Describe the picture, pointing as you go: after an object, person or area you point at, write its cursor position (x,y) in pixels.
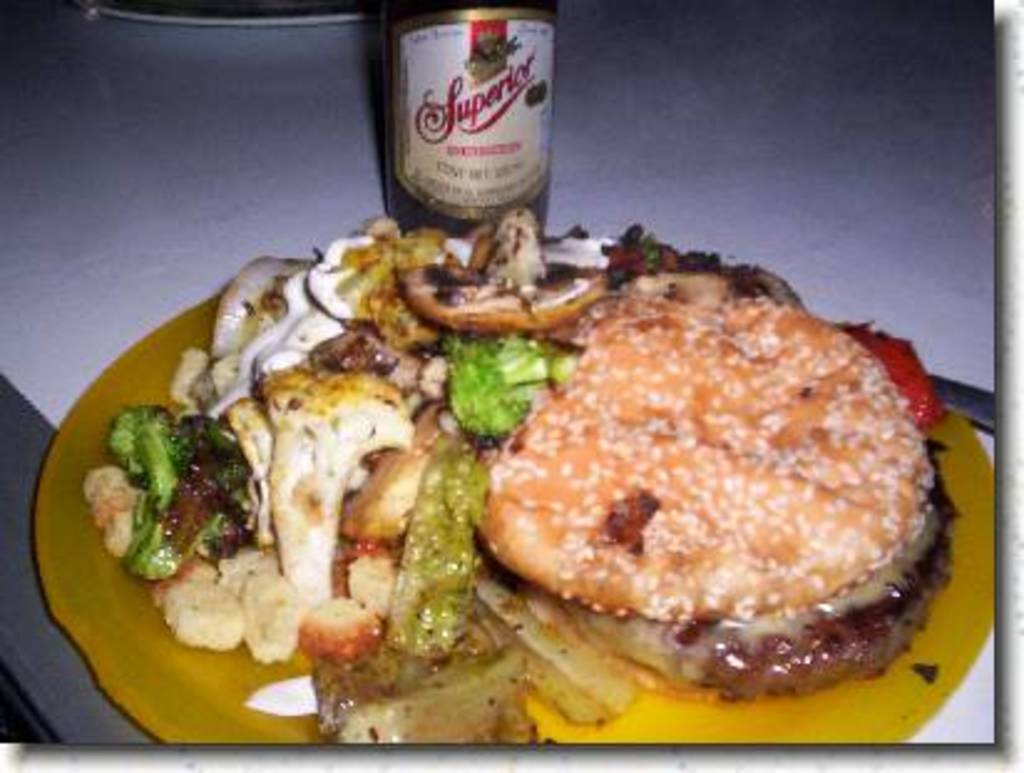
In this image I can see the plate (67,609) with food (319,499). The plate (100,587) is in yellow color and the food (491,473) is colorful. To the side I can see the bottle (432,121). These are on the white surface (835,98).
